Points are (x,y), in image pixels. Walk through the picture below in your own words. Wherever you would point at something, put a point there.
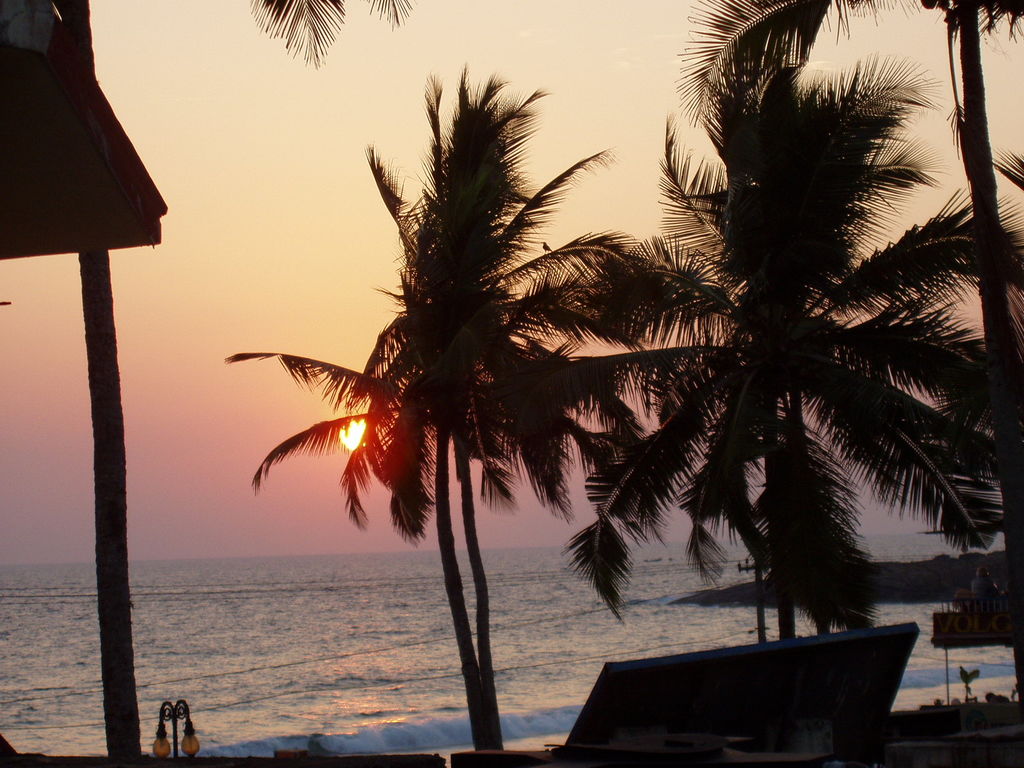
In this image there are trees (913,422). At the bottom (211,632) there is water (379,607). In the background (270,244) there is sky (278,209) and we can see the sun (351,440).
